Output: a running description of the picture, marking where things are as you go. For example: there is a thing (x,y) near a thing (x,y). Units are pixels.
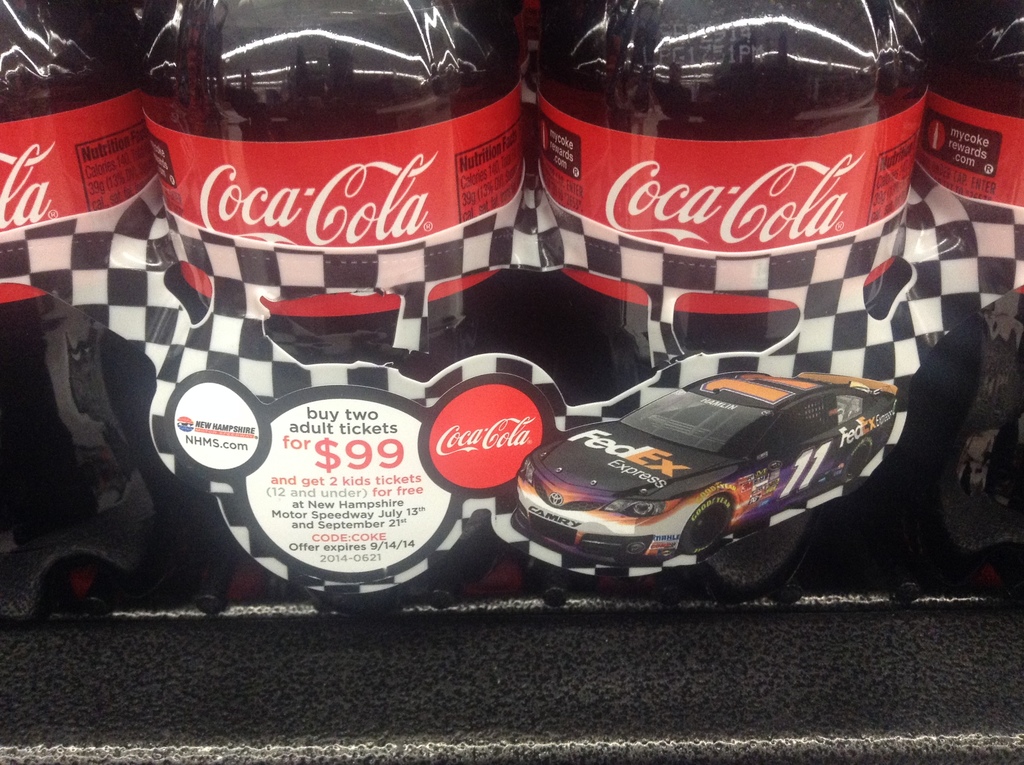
These are the coca cola bottles (217,512) with labels (99,150) on it.
